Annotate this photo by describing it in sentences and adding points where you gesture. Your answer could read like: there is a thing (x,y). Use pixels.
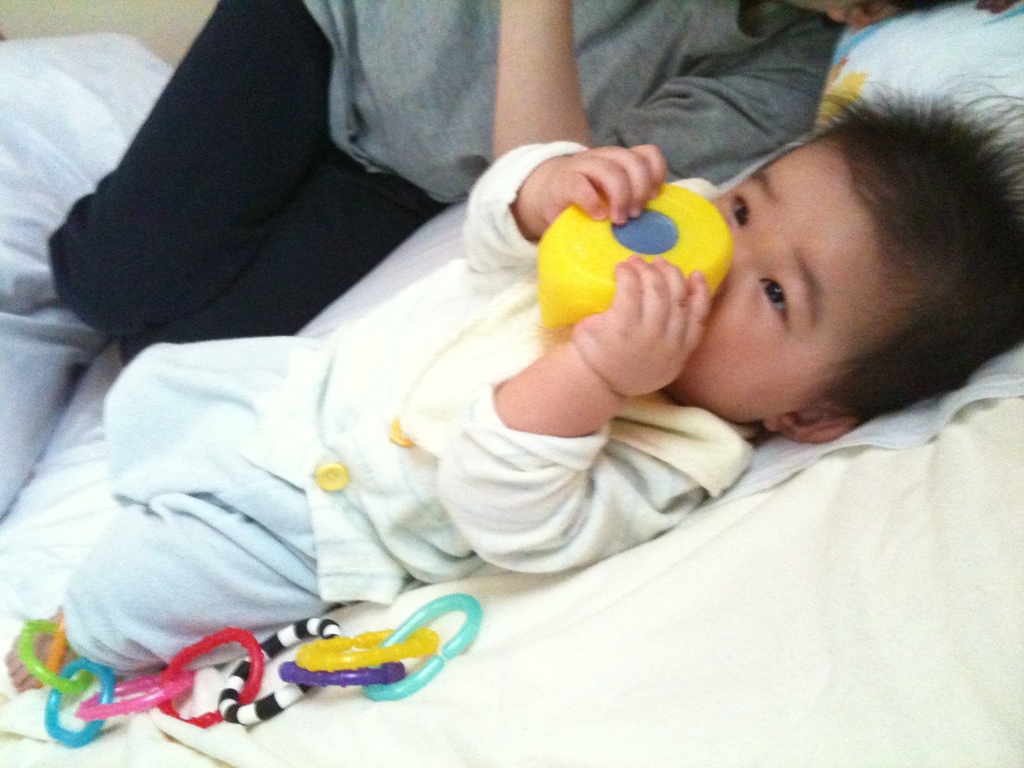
In this picture we can see a baby boy (504,526), person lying on the bed (444,589).
